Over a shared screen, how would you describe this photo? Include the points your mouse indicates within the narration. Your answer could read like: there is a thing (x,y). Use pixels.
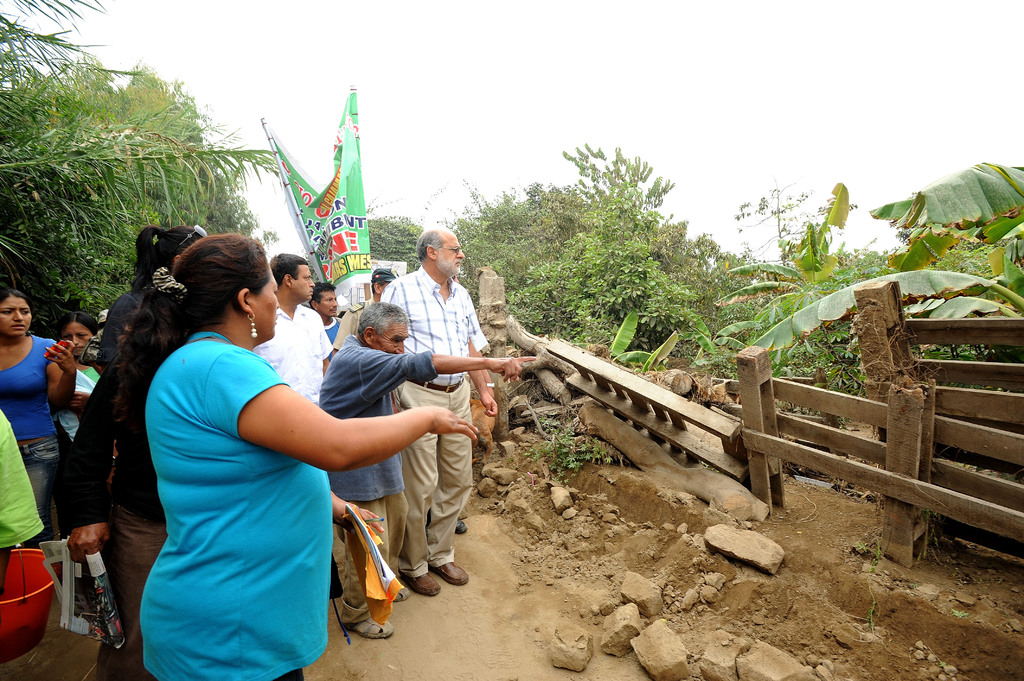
In this image there are few persons (30,348) standing on the land (472,637). Left side (20,631) there is a bucket (17,617). A woman (226,535) wearing a blue top (234,522) is holding a book (373,562) and a pen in her hand (373,524). Behind the persons (331,293) there is a banner (342,243). Behind it there is a house (353,293). Right side (750,425) there is fence (976,490) on the land (805,546) having few rocks (775,564). Background (711,346) there are few plants (693,339) and trees (393,221). Top of the image (579,94) there is sky (544,93).
